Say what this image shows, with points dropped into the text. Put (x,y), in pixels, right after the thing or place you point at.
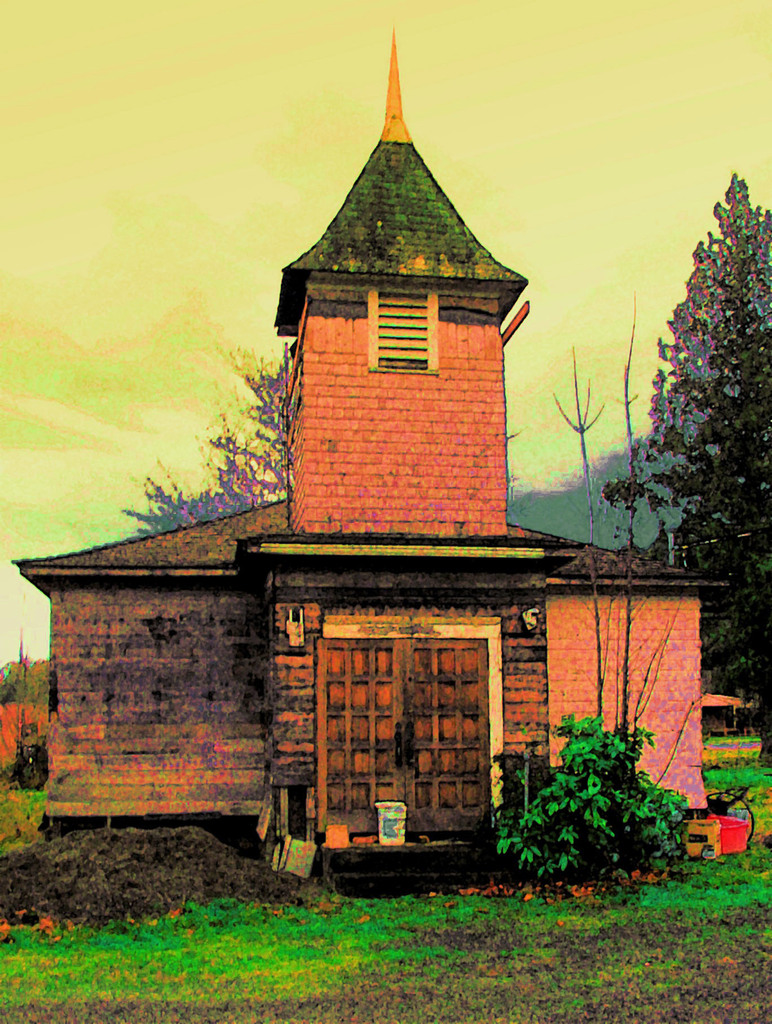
In this picture I can see there is a painting (370,648) of a building (491,735), it has a door (405,752), window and there's grass (337,961) on the floor (368,916). There are few plants (623,803) and trees (721,340) into right and the sky (343,26) is cloudy.
